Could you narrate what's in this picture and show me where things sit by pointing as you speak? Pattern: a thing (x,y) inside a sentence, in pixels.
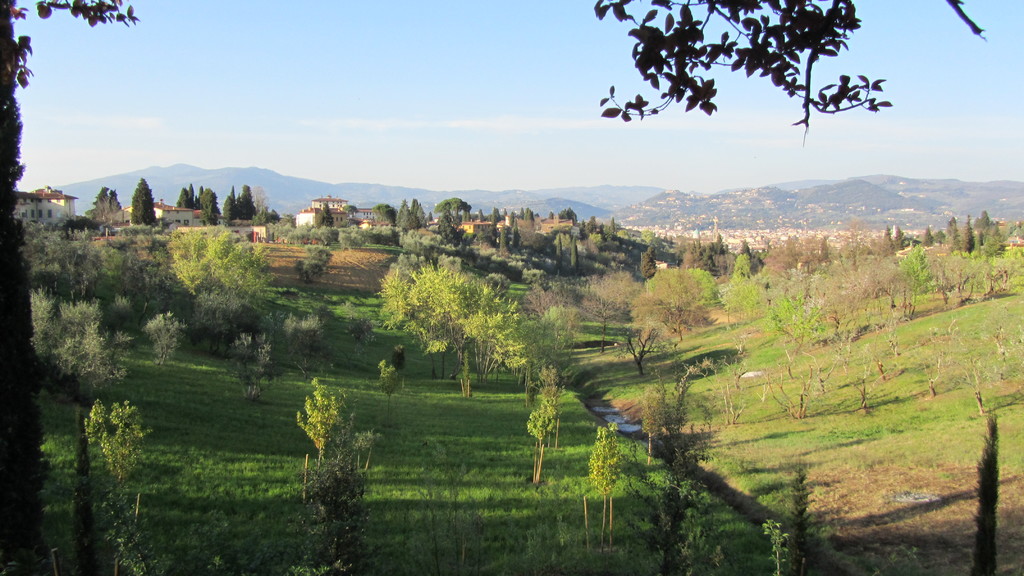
This is the beautiful picture of a location. This is grass (216,408) and these are the trees (341,485). And in the background (52,202) we can see some houses (341,217). And this is the mountain (303,186) and there is a sky (492,109).
